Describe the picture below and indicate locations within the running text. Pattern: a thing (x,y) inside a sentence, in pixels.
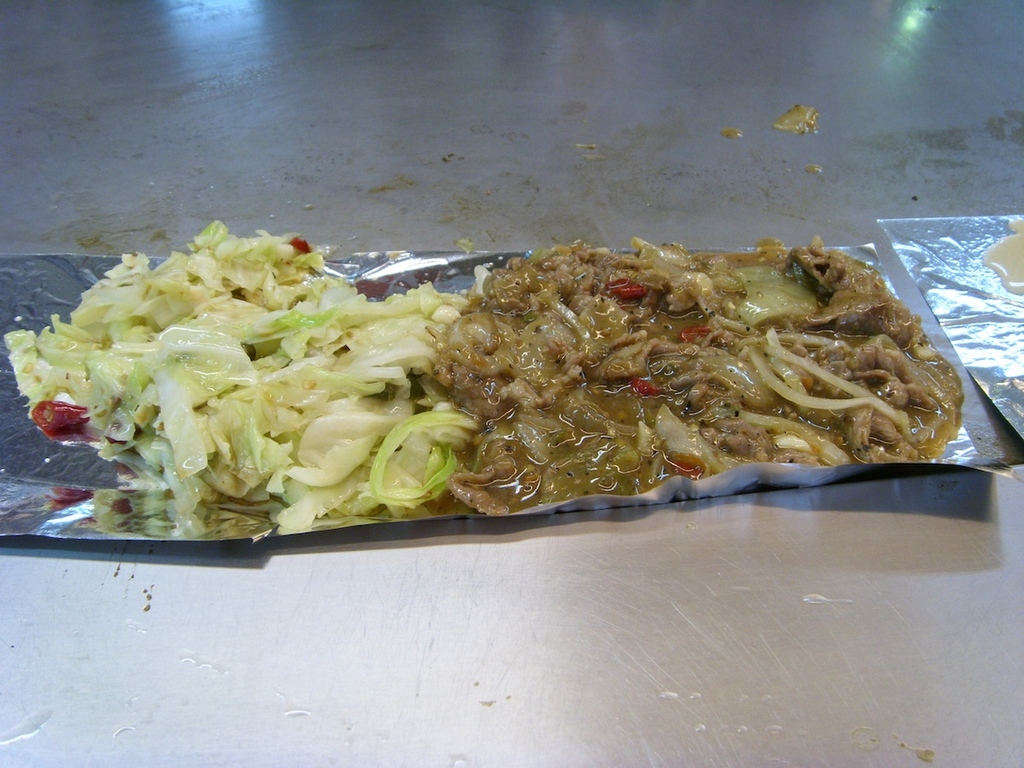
In this picture we can see some food (799,339) present on a cover (224,521).
